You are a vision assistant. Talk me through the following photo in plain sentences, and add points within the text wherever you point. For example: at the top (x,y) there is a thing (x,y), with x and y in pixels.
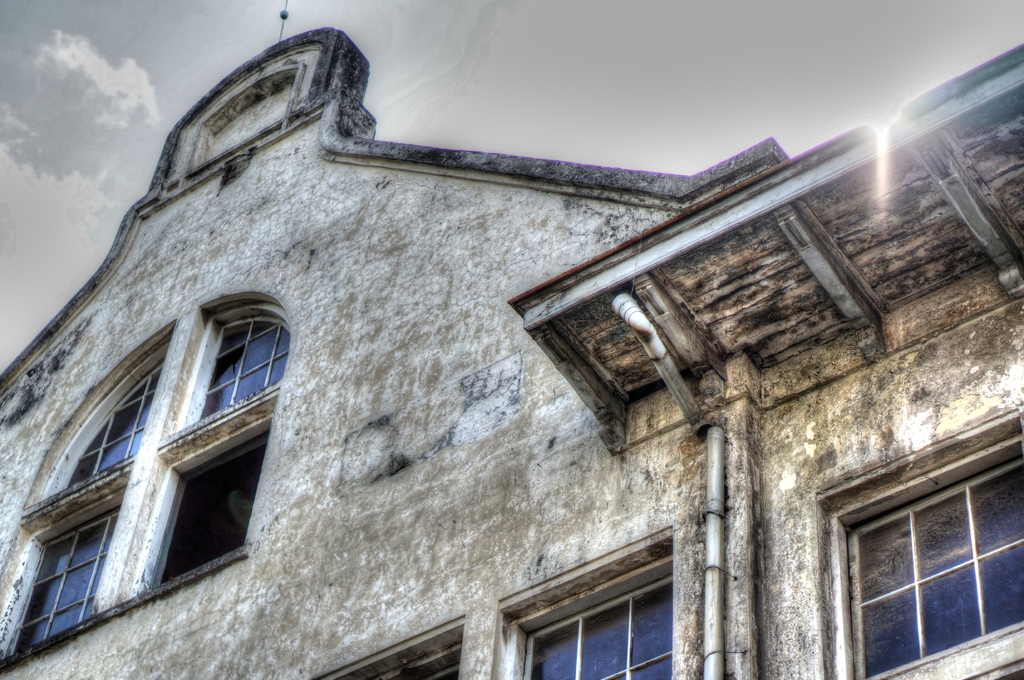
In this picture we can see wall (378,490) and windows (1002,596). In the background of the image (572,101) we can see the sky (38,64) with clouds (63,77).
